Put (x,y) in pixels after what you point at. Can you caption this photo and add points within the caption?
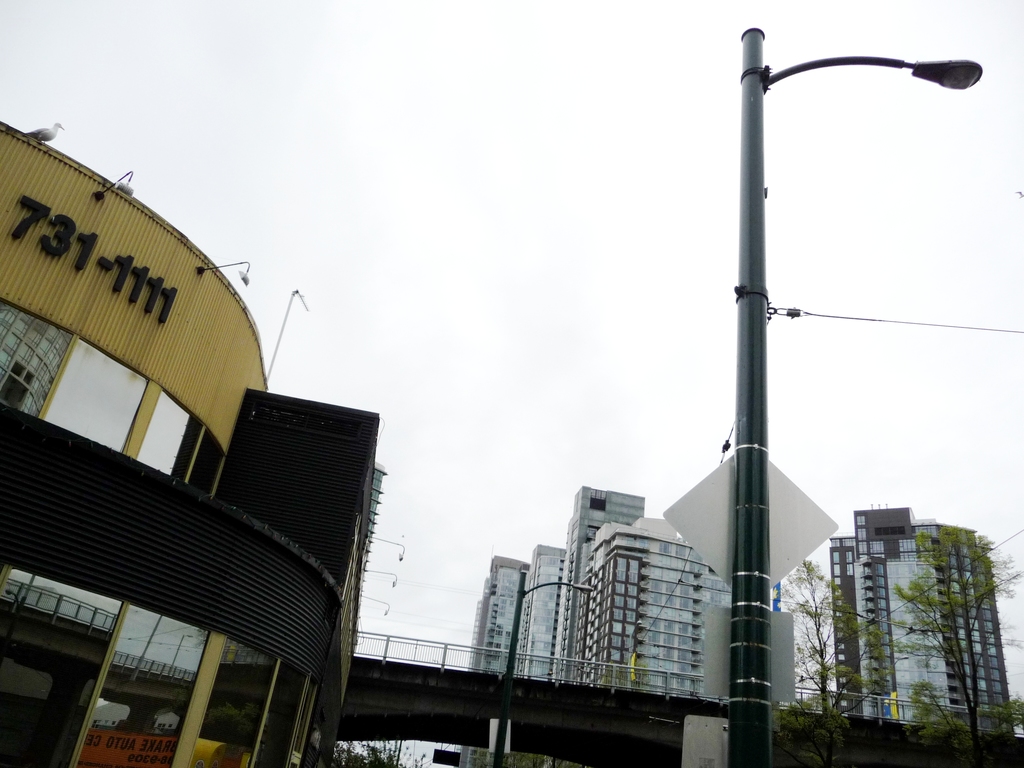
In this image in front there are street lights (763,692). At the center of the image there is a bridge (608,741). In the background (800,712) there are buildings (54,377), trees (970,638) and sky (575,219).
